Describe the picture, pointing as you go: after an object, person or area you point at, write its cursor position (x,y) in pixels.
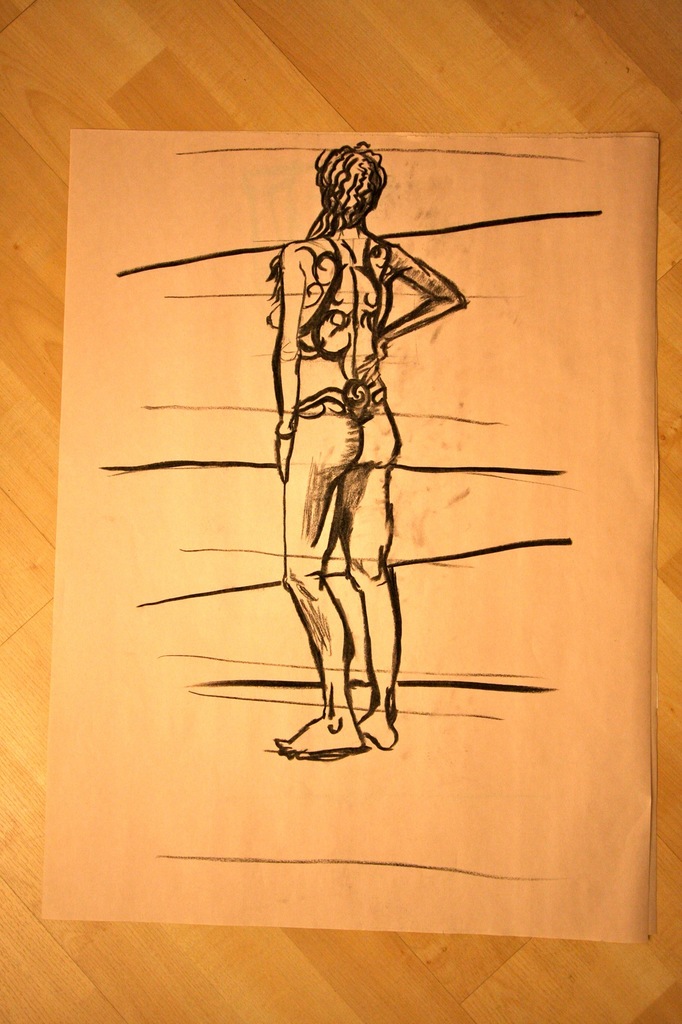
In the image there is a sketch (327,361) of a person (341,509) on a paper (466,403).
